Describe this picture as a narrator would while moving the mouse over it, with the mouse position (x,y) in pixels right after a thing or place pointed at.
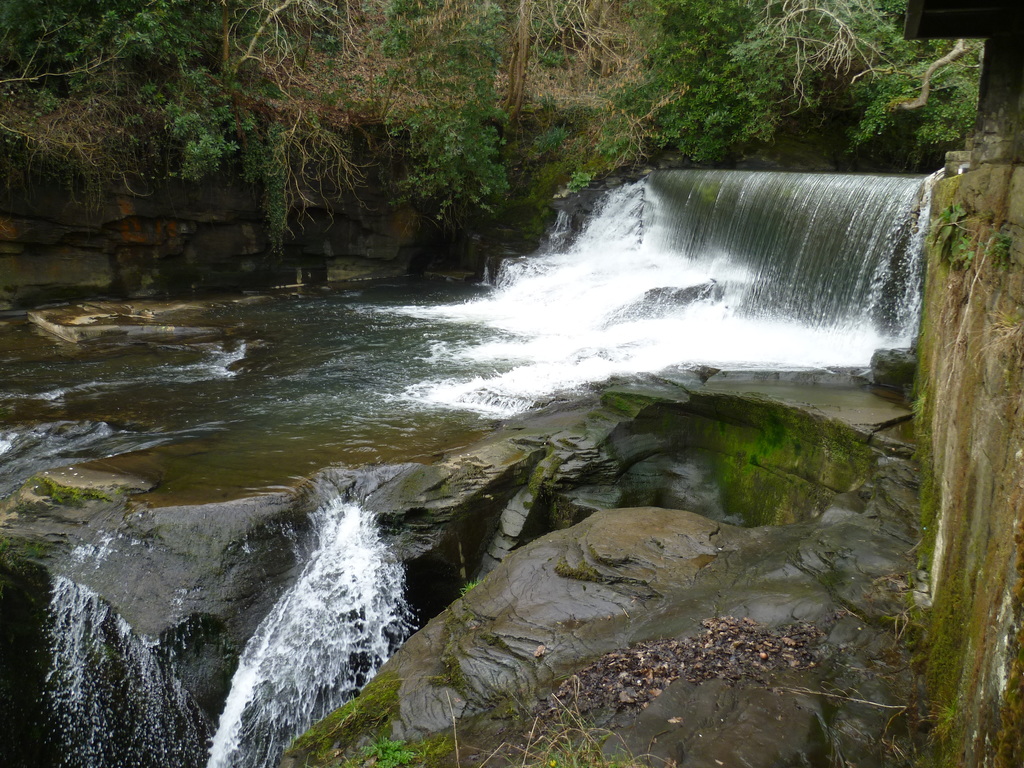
This picture is clicked outside the city. In the foreground (354,390) we can see a water body (286,598) and the rocks (537,623). On the right (864,221) we can see a waterfall (772,207). In the background (371,53) we can see the trees (693,82).
